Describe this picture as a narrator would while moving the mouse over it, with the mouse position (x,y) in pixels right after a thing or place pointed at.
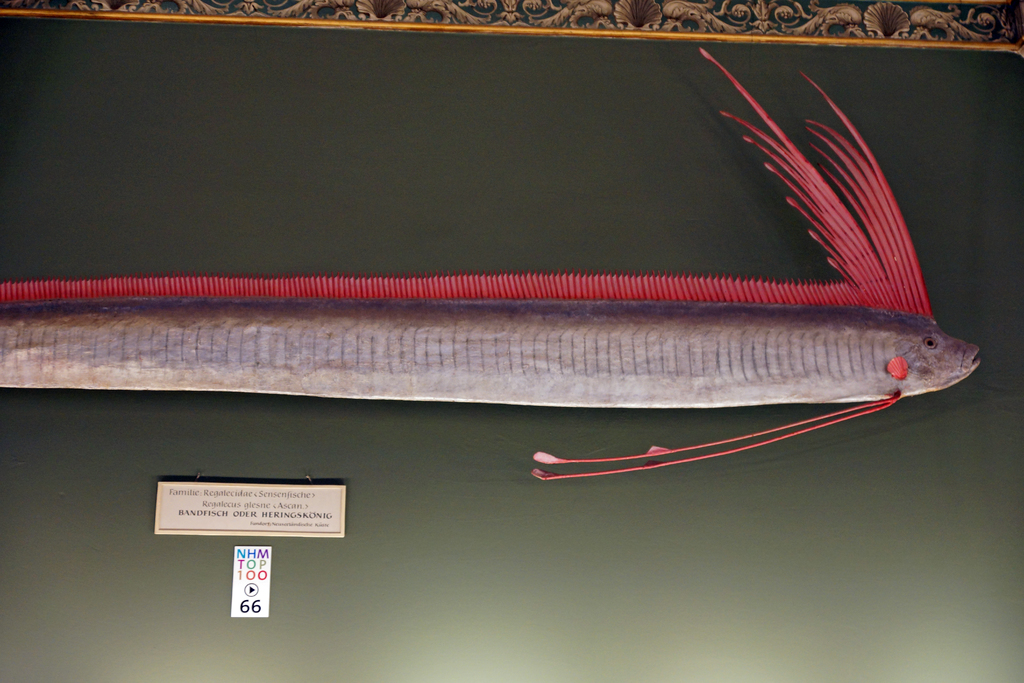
This image consists of a picture frame (962,31) with an art (276,360) of fish (458,327) and there is a text (248,578) on it.
